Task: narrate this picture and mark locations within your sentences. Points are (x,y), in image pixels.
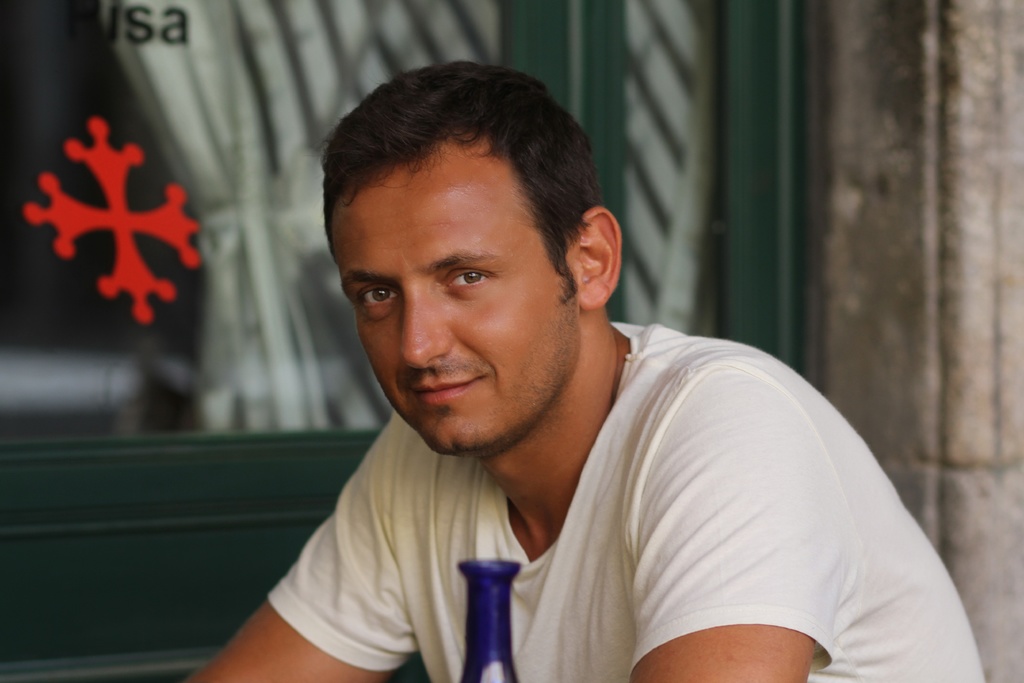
In this image there is a person (448,436) staring, behind the person (547,335) there is a wooden door (259,408) with a glass (181,254) on it.
